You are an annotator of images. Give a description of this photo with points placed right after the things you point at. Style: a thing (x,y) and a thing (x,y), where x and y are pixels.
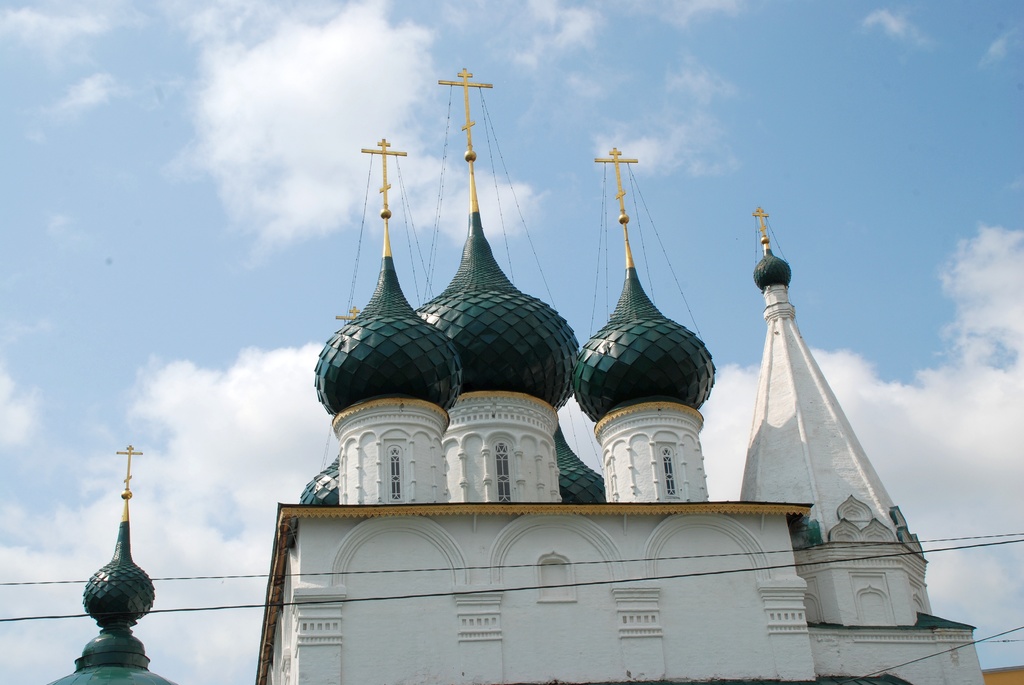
In this picture we can see the top view of a building (614,411). There are a few symbols (618,180) and other objects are visible on this building (905,672). We can see some wires (179,609) from left to right. Sky (953,542) is blue in color and cloudy.
